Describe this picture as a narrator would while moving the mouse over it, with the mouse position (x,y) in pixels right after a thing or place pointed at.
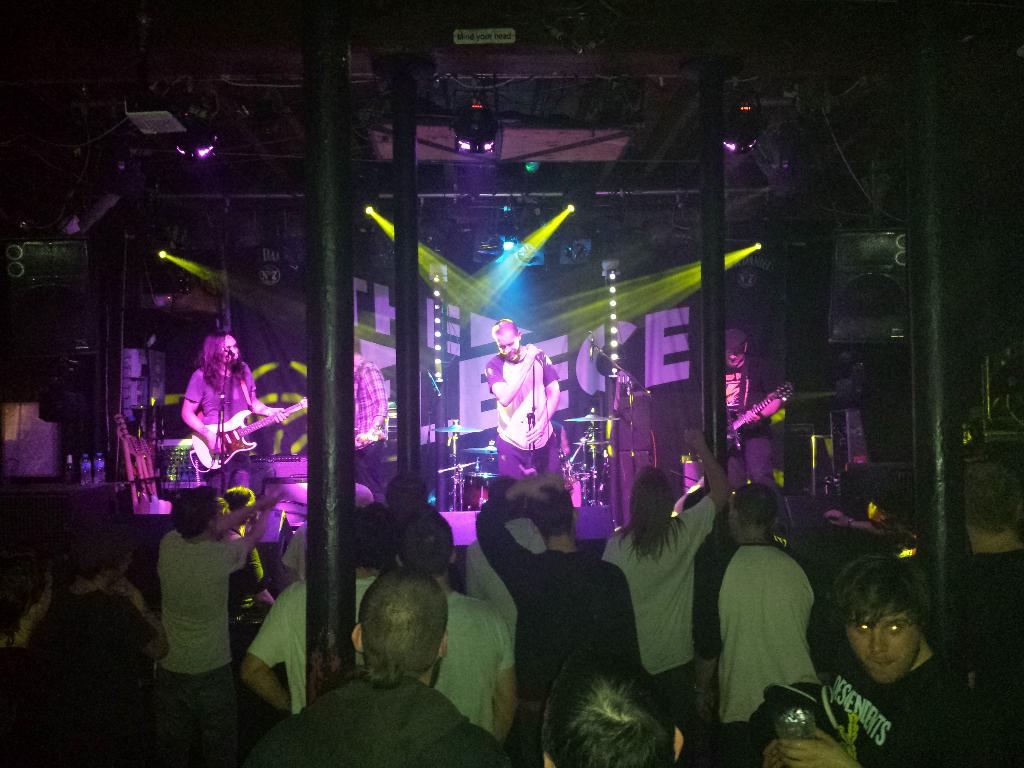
At the bottom of the image (583,593) there are people (663,588). In the background of the image (571,457) there are people (519,444) playing musical instruments (609,415). At the top of the image (409,44) there is ceiling (378,70). There are lights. There are pillars (338,174).
